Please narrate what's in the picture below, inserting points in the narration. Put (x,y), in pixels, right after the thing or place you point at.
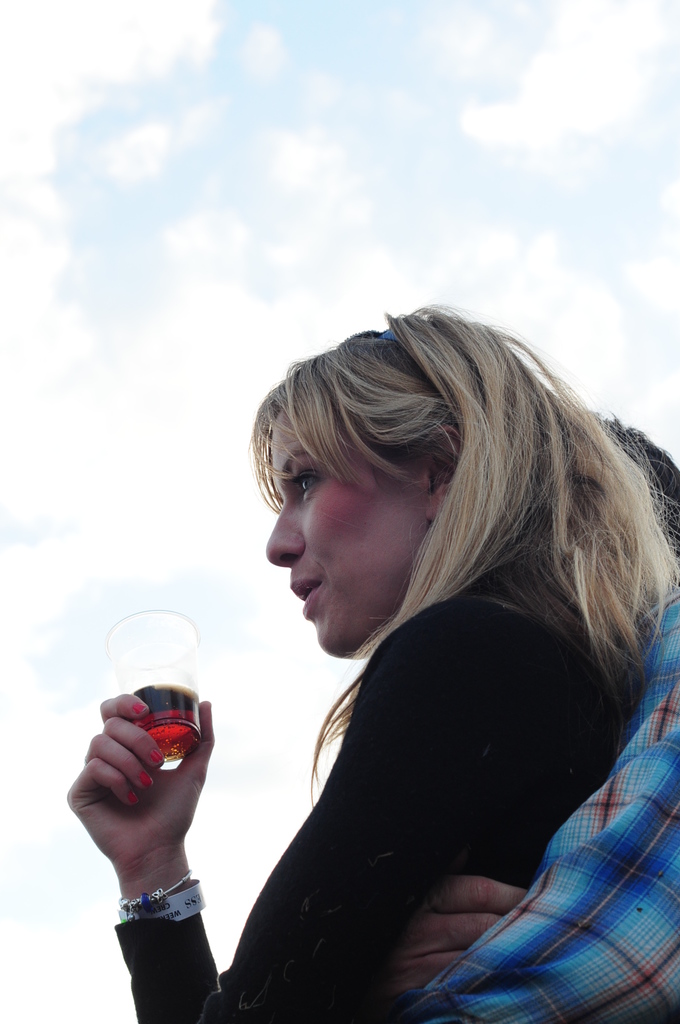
In this image there is one man (583,930) and one woman (559,642) and woman (389,774) is holding a glass (155,655), and in the glass (198,739) there is a drink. At the top (292,147) there is sky (160,320).
